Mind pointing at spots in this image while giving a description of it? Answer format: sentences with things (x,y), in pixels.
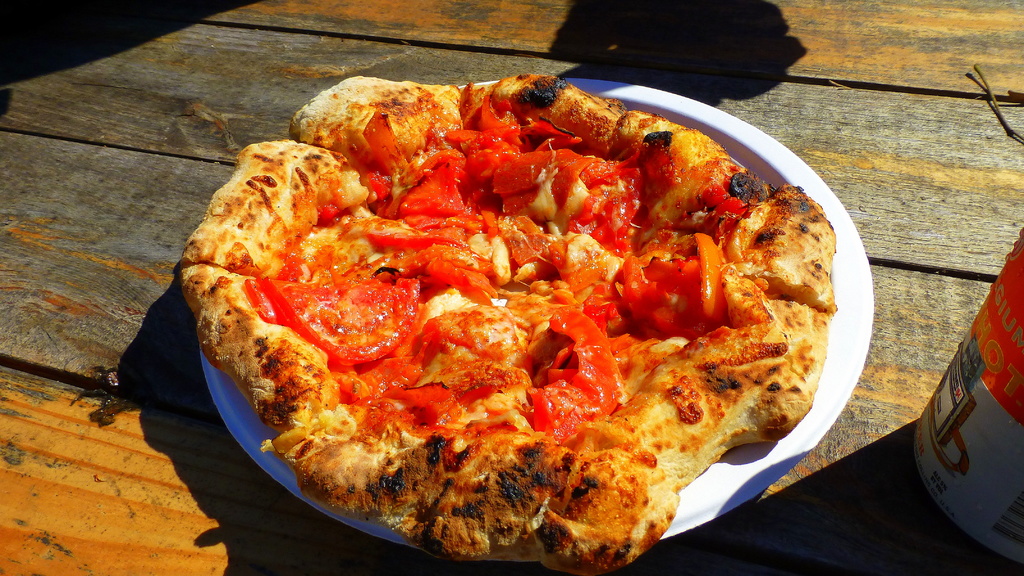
In this image I can see food (446,137) which is in brown and red color in the plate (850,366) and the plate (834,349) is in white color, and the plate (249,419) is on the table (105,373).
